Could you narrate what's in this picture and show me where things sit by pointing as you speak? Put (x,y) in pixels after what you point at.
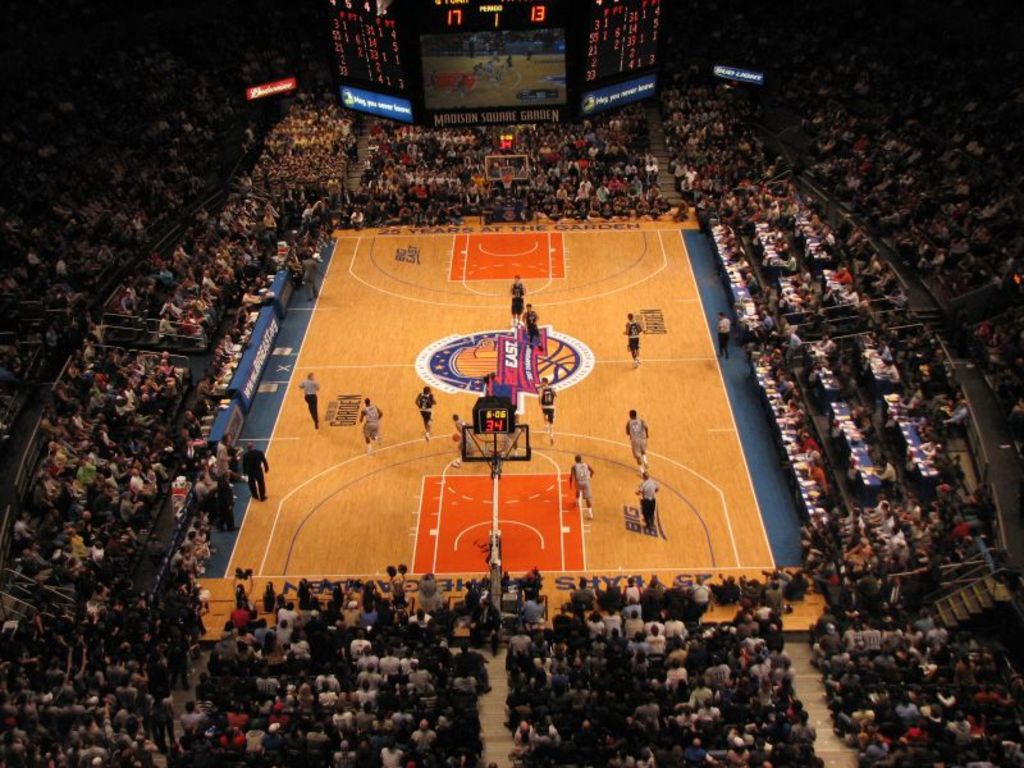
In the center of the image (429,406) we can see a few people (514,314) are running and they are in different costumes (420,397). At the bottom of the image (40,750), we can see a few people (24,750) are sitting. In the background (1018,167), we can see the fences (965,289), banners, screens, group of people (259,212) are sitting and a few other objects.
